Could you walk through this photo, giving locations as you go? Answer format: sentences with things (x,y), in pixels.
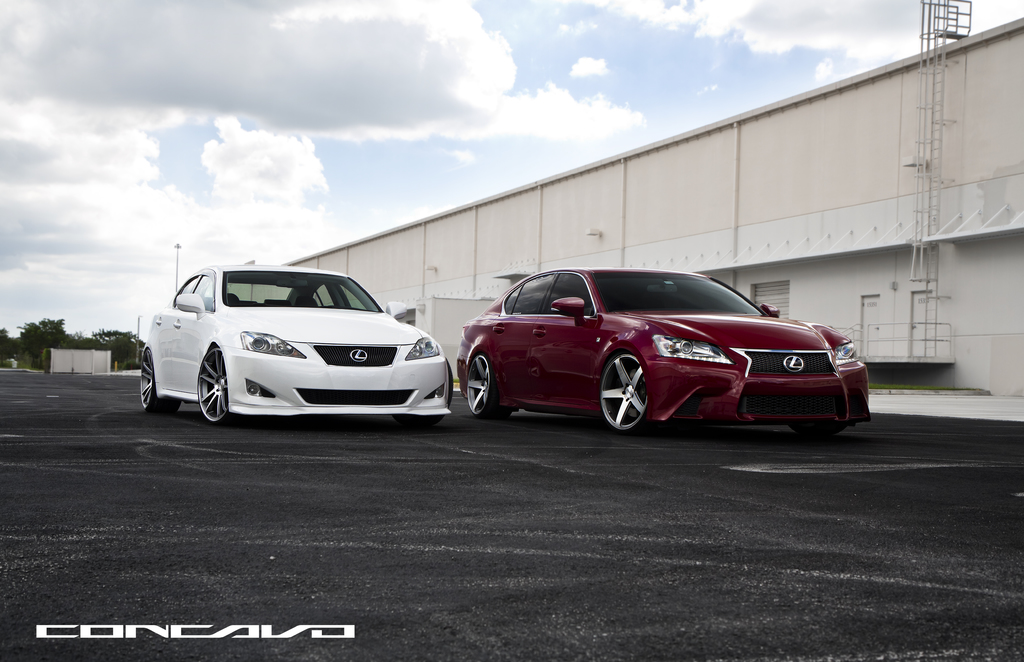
In this image in the center (346,341) there are cars (329,346) which are red and white in colour. In the background (28,335) there are trees (62,337) and on the right side (705,222) there is a shed (560,240) and the sky (389,117) is cloudy.
